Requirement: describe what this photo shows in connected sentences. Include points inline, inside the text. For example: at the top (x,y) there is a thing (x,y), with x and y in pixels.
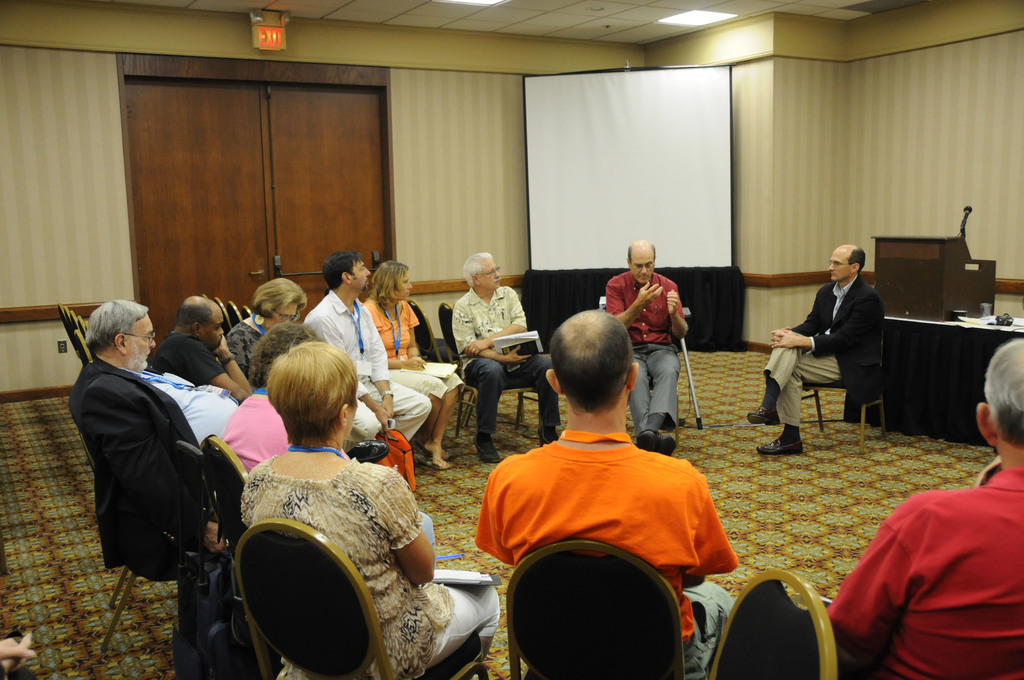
In this picture we can see some men (479,334) and women (272,468), sitting on the chairs (556,615) and discussing something. Behind there is a wooden door (318,219) and white projector screen (575,185).
